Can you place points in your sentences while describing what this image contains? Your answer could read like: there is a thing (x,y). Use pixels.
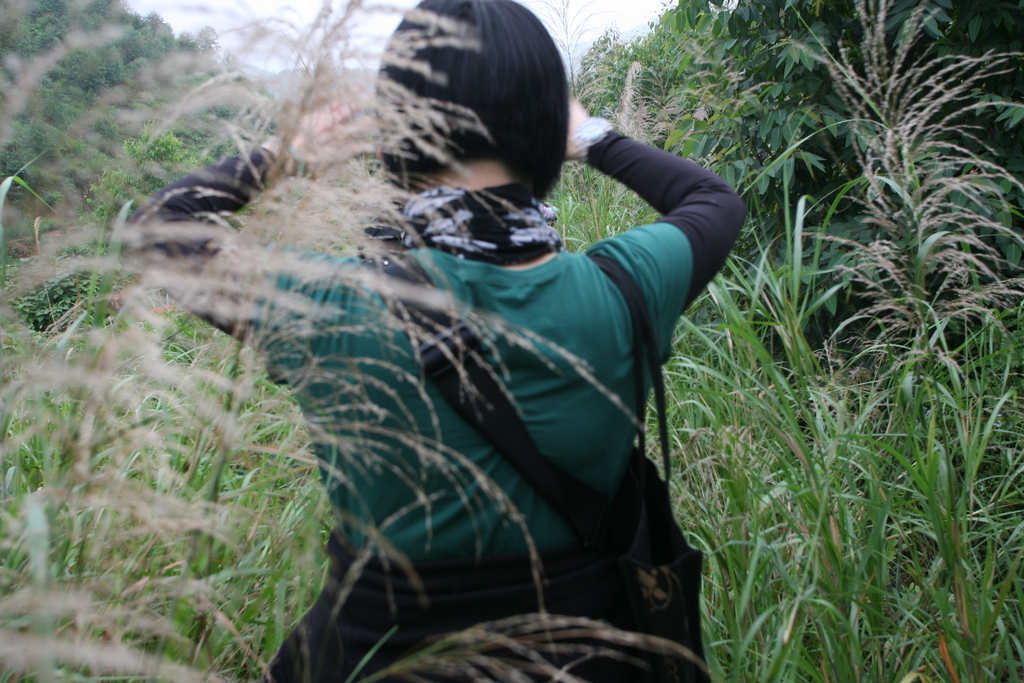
In the center of the picture (571,402) there is a woman (445,419) wearing a bag (592,535). In the foreground (314,460) it is blurred and there is a plant (168,505). In front of the women (497,340) there are trees (699,46), plants (725,115) and grass (733,568). In the background (367,67) it is sky (349,27).
